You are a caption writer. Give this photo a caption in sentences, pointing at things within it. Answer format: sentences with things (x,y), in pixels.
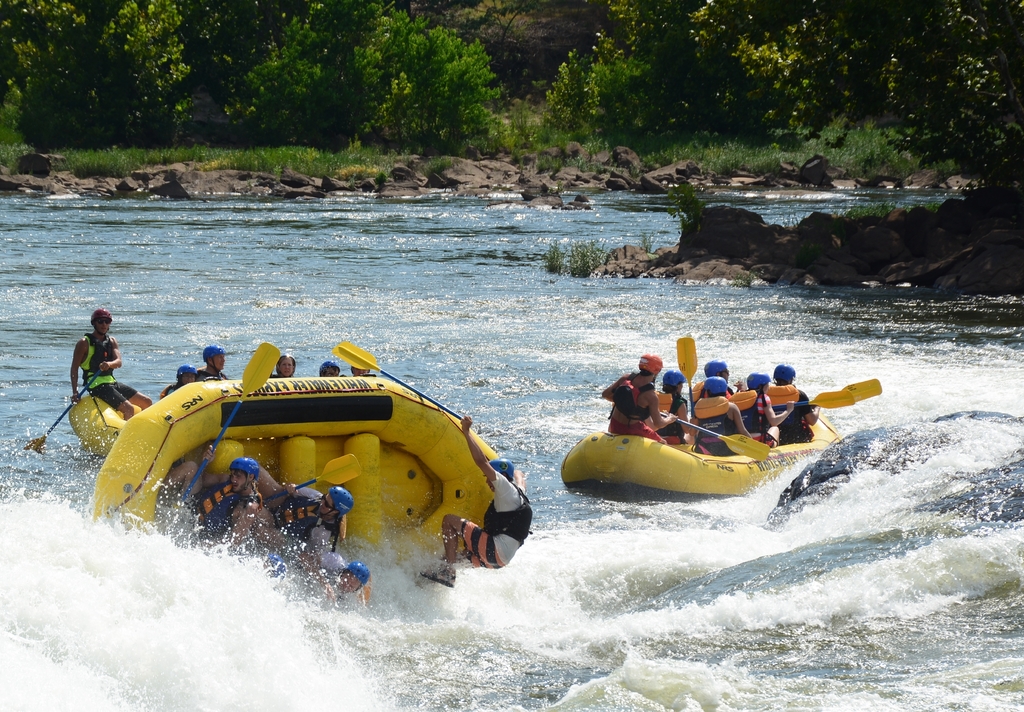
In this image, we can see people (234,520) rafting on the water (523,306) and in the background (505,123), there are trees (638,98) and rocks (659,169).
